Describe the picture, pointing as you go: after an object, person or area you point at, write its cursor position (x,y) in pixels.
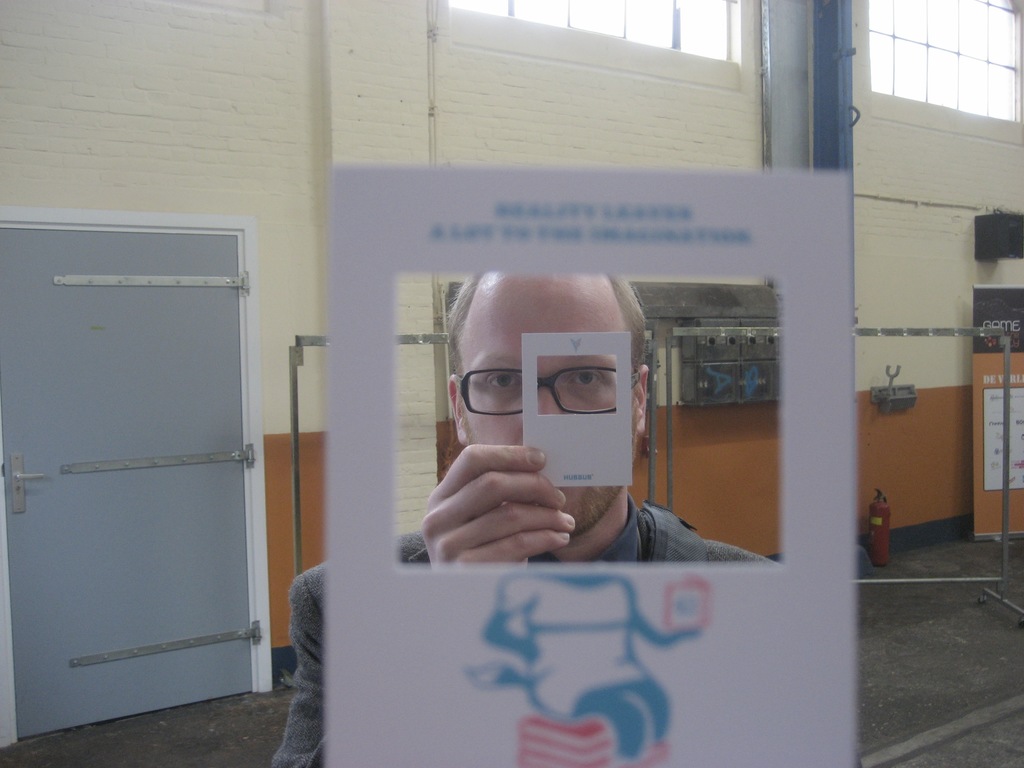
In the foreground (408,257) I can see a person (457,333) is holding boards (654,631) in his hand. In the background (939,256) I can see a building (967,289), door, windows (967,4), metal rods (958,331) and a fire extinguisher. This image is taken may be in a hall (726,464).
